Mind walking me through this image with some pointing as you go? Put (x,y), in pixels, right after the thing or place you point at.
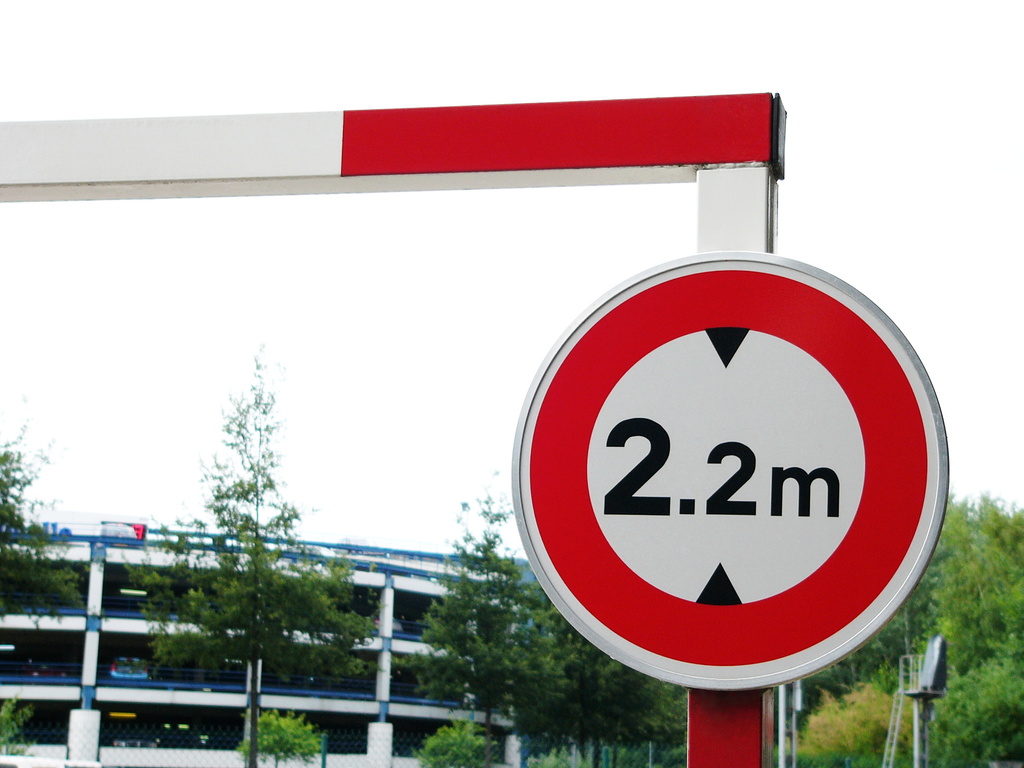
In this image I can see a sign board (721,346) and I can see the sky (863,287) and the building (118,686) and trees (551,695).
